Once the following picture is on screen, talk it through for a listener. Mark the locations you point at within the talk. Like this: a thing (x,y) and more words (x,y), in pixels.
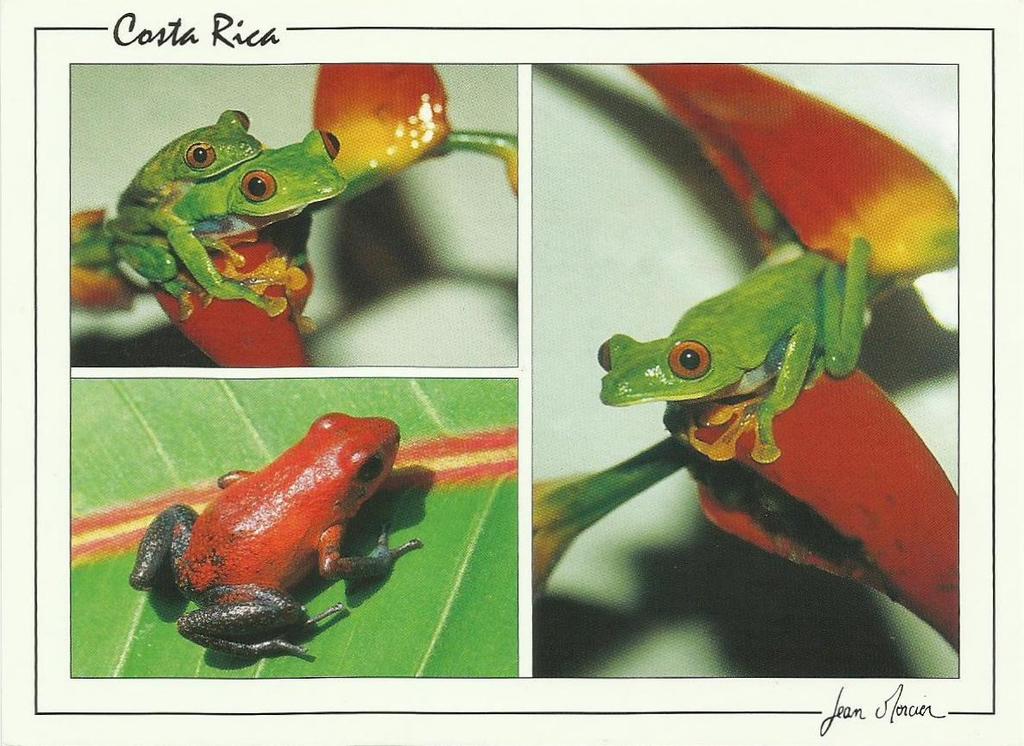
This is a collage picture and in this picture we can see frogs (263,271) and a red frog (324,554) on a leaf (463,415).
